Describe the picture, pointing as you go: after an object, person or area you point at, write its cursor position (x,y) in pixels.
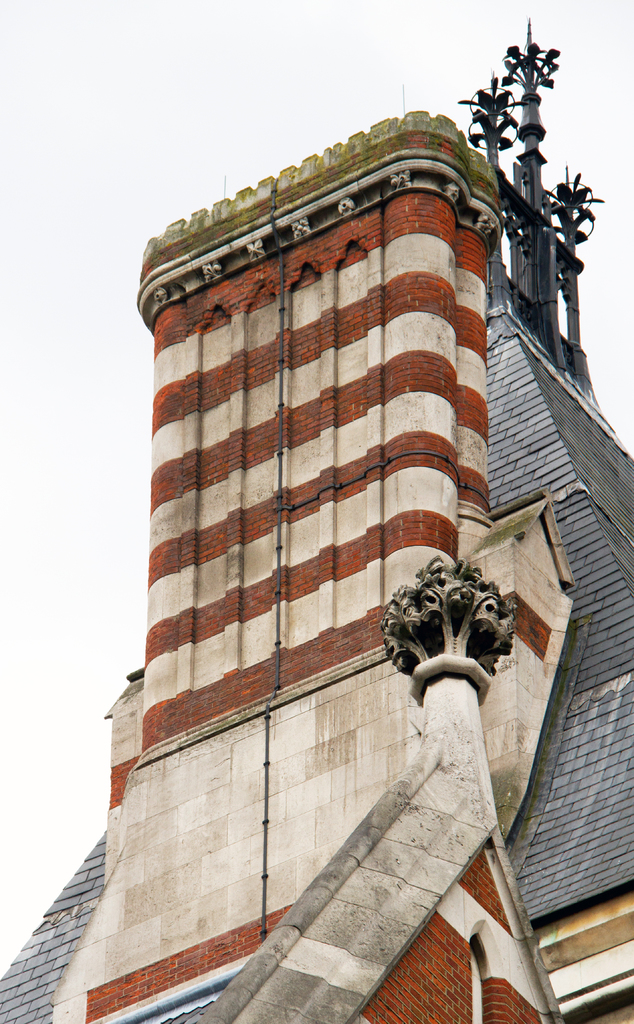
In this image we can see buildings (323,467) and sky (23,509) in the background (114,97).
